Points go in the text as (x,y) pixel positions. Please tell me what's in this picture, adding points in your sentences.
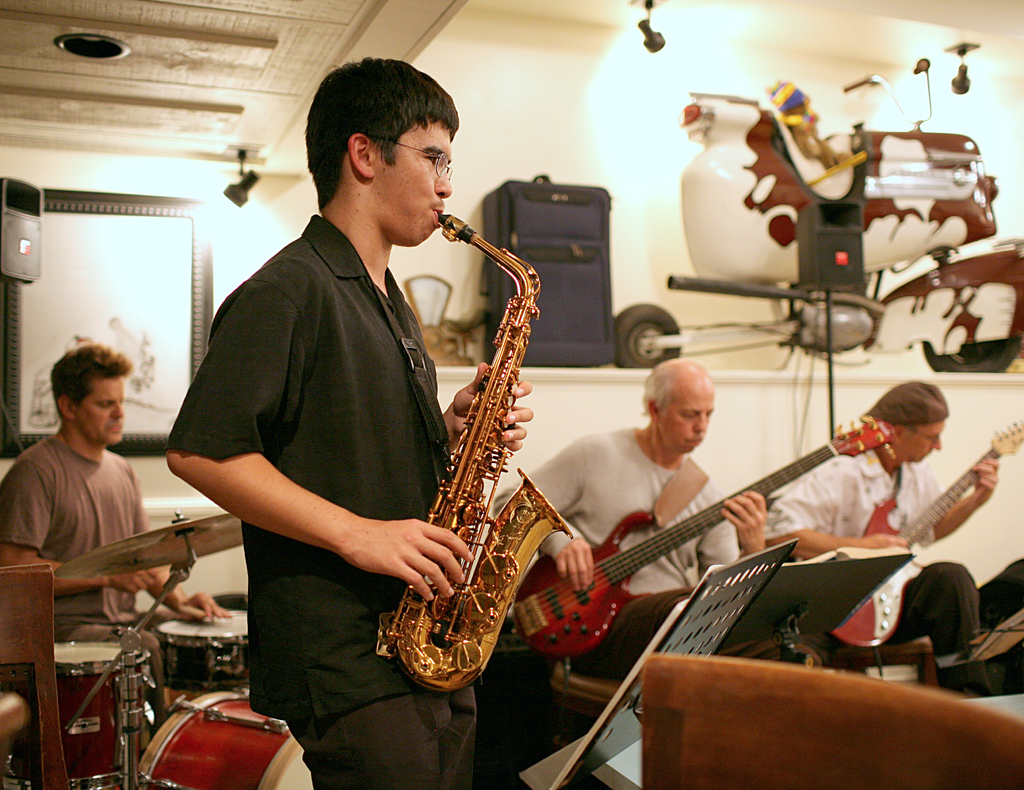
In this image i can see a man (387,478) playing a musical instrument (488,460) at the back ground (666,455) i can see few other persons (611,477) playing the musical instrument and a wall (546,119).
